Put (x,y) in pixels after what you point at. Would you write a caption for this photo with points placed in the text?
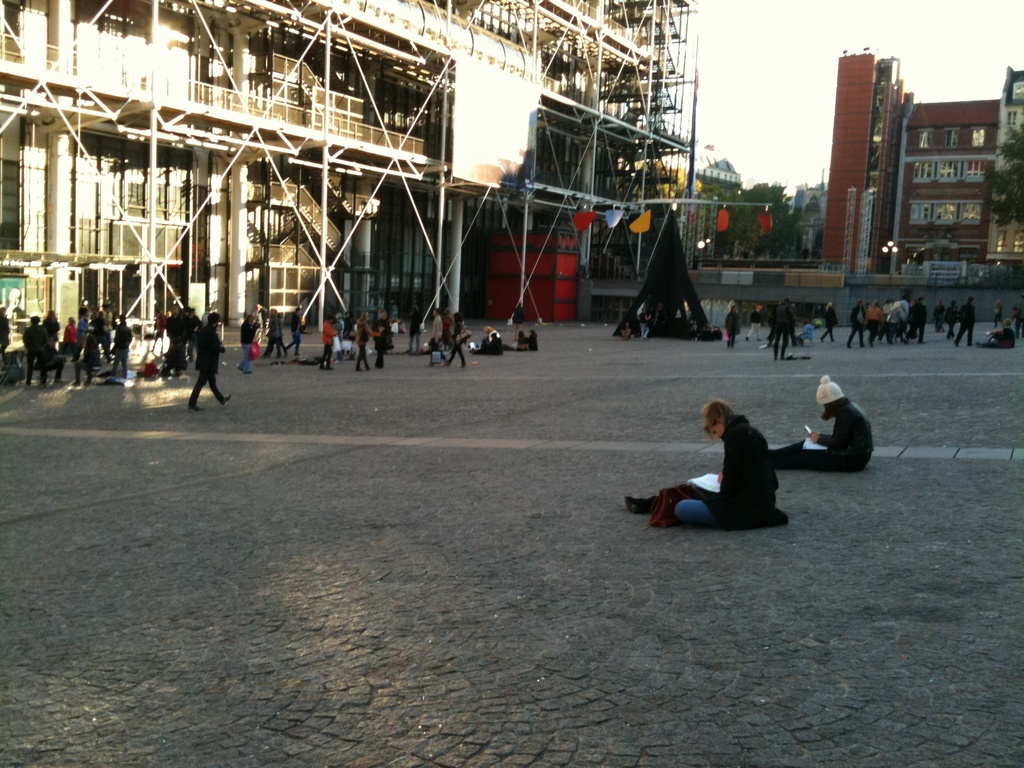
In this image we can see group of people (416,339), building (389,212), trees (757,226), lights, wall (882,302) and a ground (431,486).
